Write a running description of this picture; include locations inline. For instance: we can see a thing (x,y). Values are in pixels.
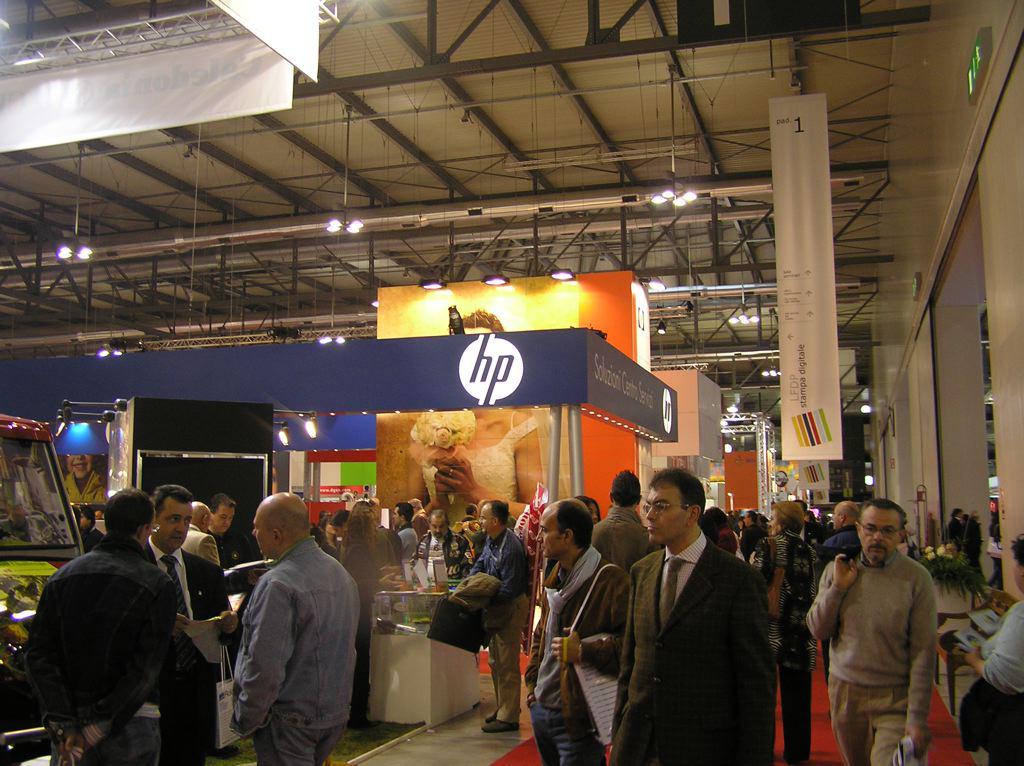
This picture is clicked inside the hall (721,436). In the foreground (661,724) we can see the group of persons (284,615) and we can see there are some objects (601,722). At the top (377,98) there is a roof (429,93), metal rods (502,133), lights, text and some pictures (436,454) on the hoardings (529,332) and we can see many other objects (744,471).
